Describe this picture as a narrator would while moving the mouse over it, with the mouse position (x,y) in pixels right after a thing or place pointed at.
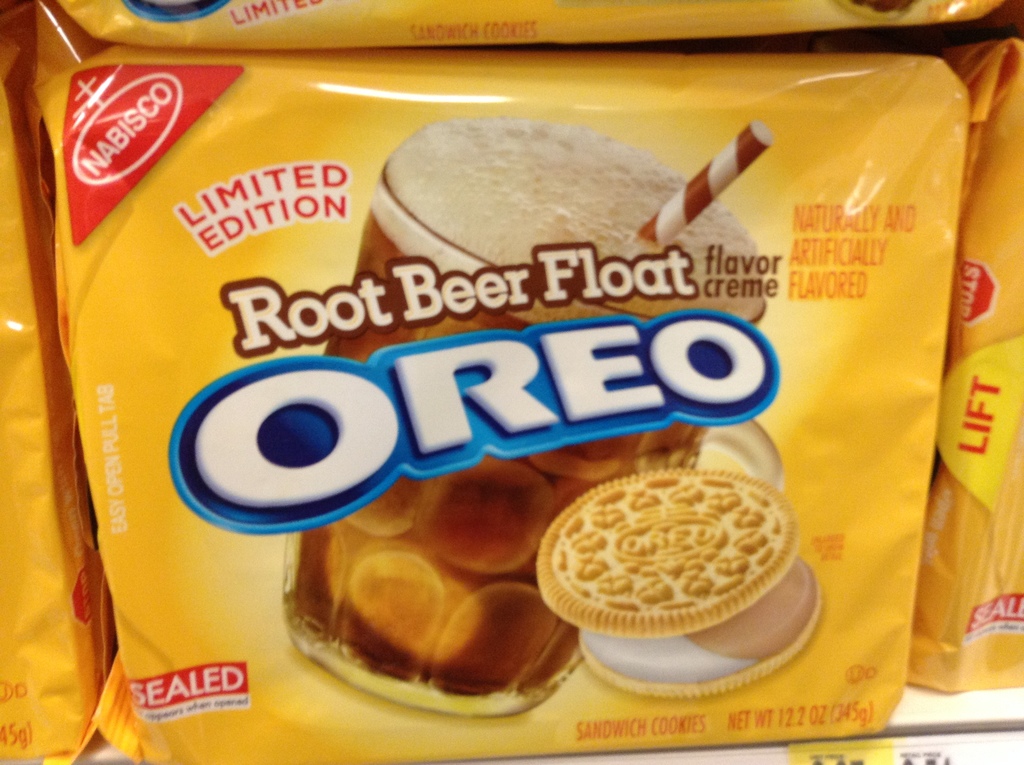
In this image, there is packet (663,69) contains a glass (660,441), biscuits (630,665) and some text (588,251).
